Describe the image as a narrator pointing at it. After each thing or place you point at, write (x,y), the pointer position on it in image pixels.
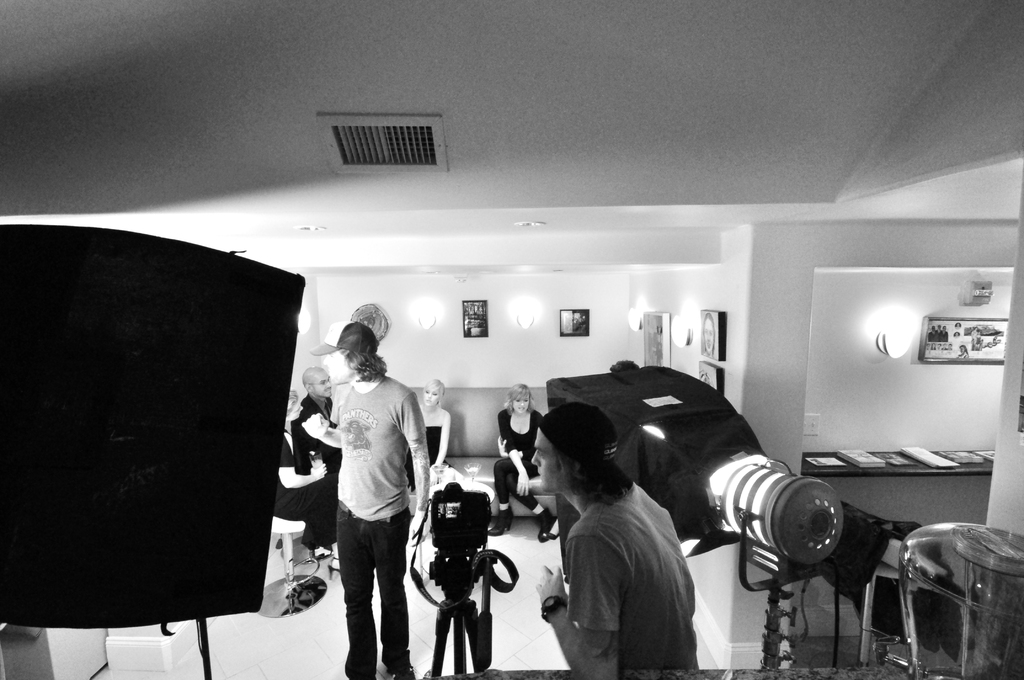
In this picture there is a man (612,517) who is wearing watch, t-shirt (643,491) and cap (593,423). He is standing near to the camera (463,544) and light (747,540). At the bottom (400,465) we can see another man (402,478) who is wearing cap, t-shirt (371,437) and jeans (342,574). He is standing near to the chair (291,536). On the couch (486,427) we can see the people (505,427) were sitting. Behind that we can see a light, photo frames (710,345). At the top (374,154) there is an exhaust duct (417,150). On the right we can see the table (962,453) and chairs (869,548). On the table (962,453) we can see many books (925,460).
